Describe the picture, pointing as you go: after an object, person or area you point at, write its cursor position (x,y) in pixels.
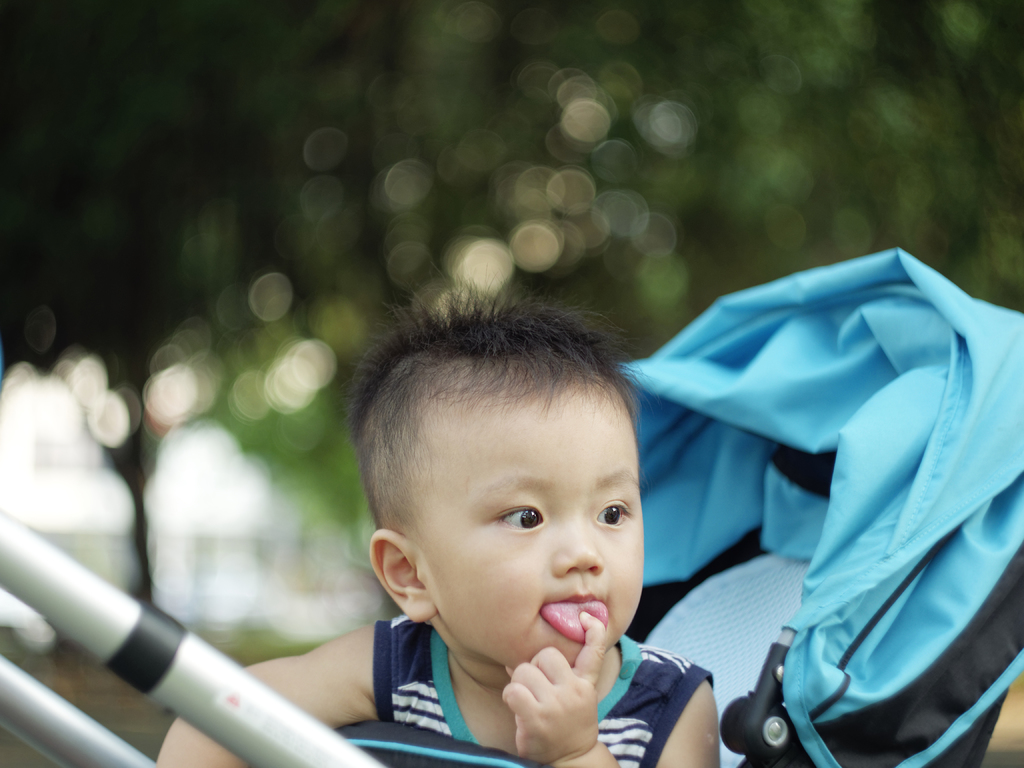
In the foreground of the picture (504,517) there is a kid (485,606), in the stroller (739,489). In the background (275,191) there is greenery (541,162).
